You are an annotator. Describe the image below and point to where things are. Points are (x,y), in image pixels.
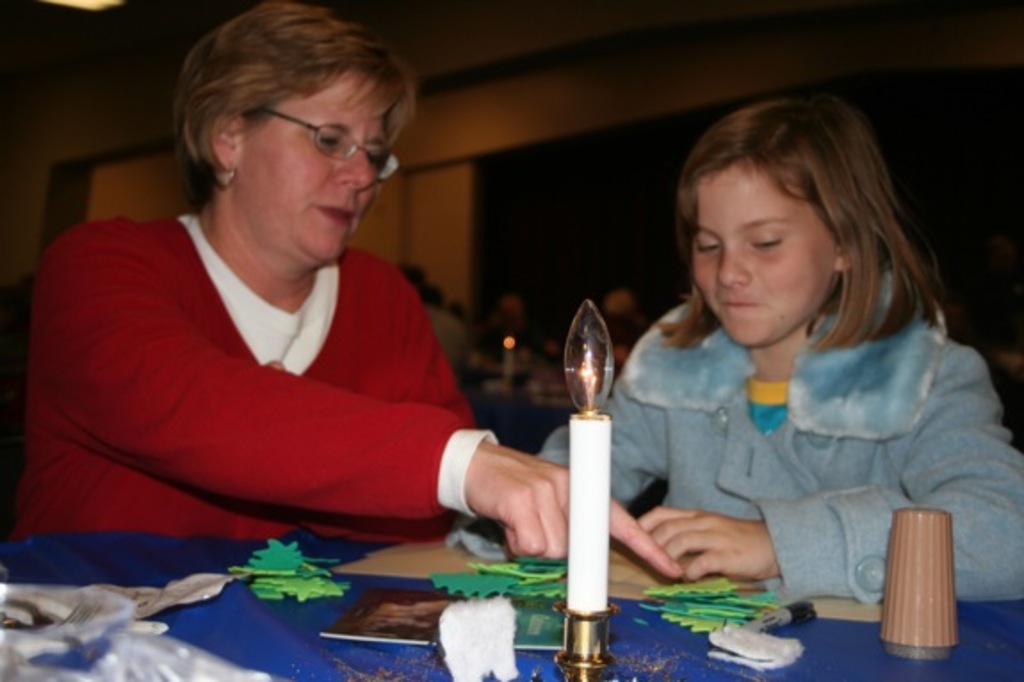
In this image there is a woman (226,489) sitting in chair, a girl (667,345) sitting in chair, and in table (361,665) there are glass (930,632), candle (589,420), bulb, book (436,619), color papers (292,572), paper (404,556) and in back ground (456,350) there are group of people (513,322) and a wall (492,146).
